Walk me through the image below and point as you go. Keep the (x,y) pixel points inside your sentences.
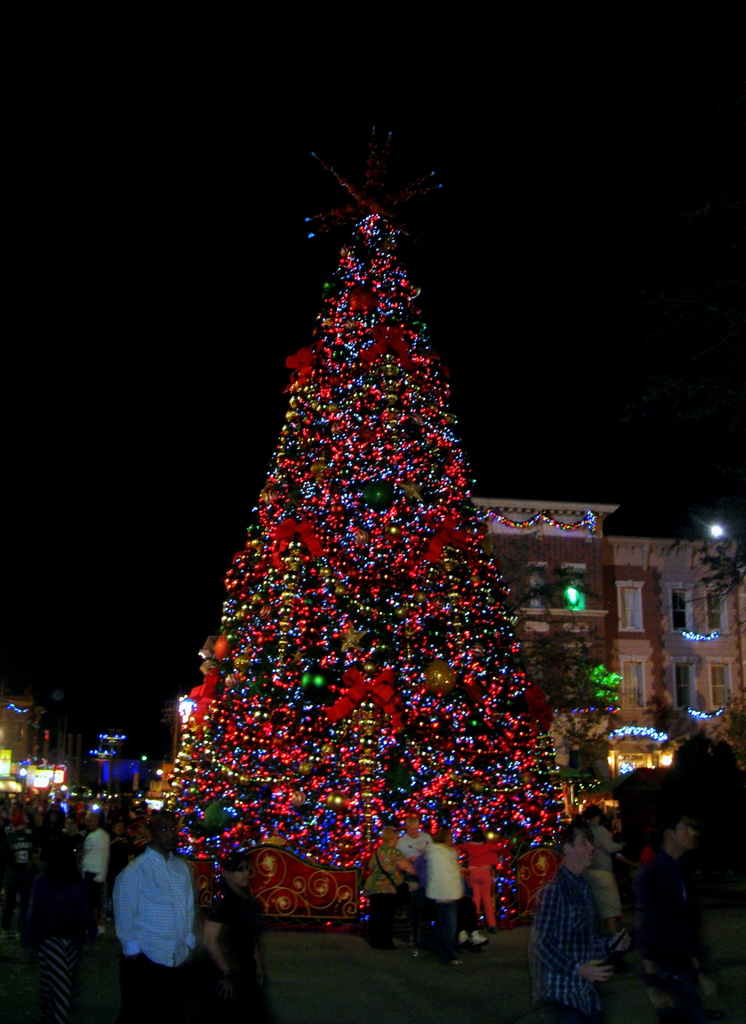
In this picture i can see many peoples (453,881) were standing near to the Christmas tree (485,830). On the right (731,555) i can see the building (638,563), beside that there is a tree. On the left (116,851) background (126,837) i can see many peoples (116,851) were standing on the road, beside them i can see the poles (73,757) and buildings (120,777). At the top (251,170) i can see the darkness and sky (238,295).
